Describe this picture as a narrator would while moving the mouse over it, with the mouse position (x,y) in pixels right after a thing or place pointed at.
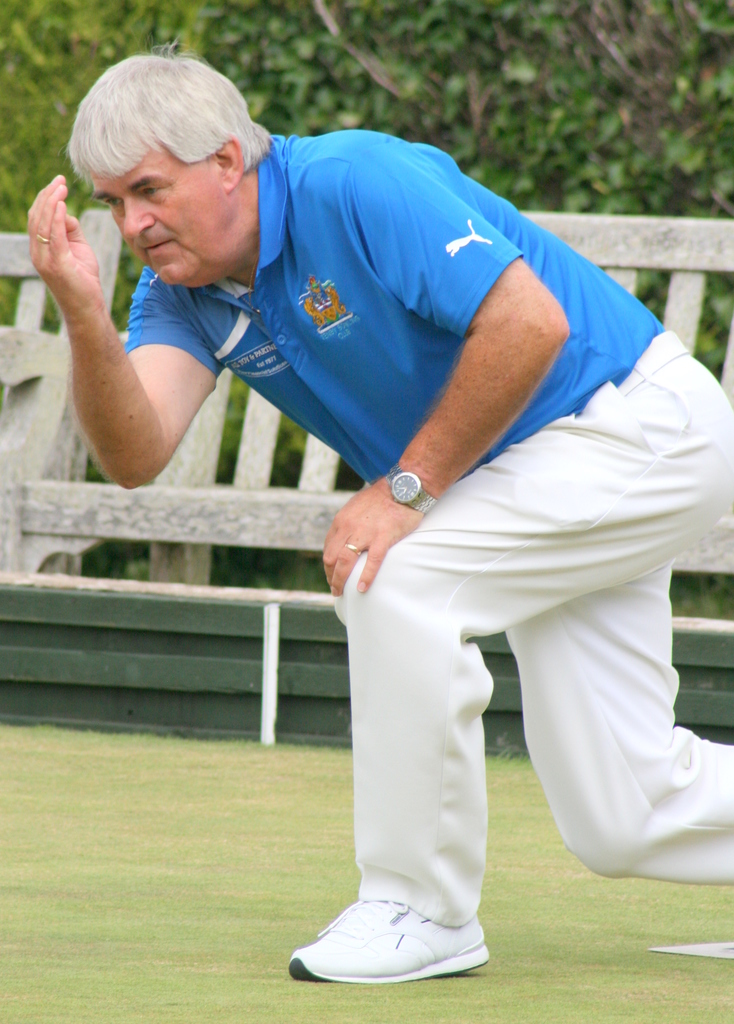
In this image I can see a man (388,384) wearing a blue t shirt (313,373) and white pant (463,626). There is a bench (68,457) and trees (596,96) at the back (431,116).
